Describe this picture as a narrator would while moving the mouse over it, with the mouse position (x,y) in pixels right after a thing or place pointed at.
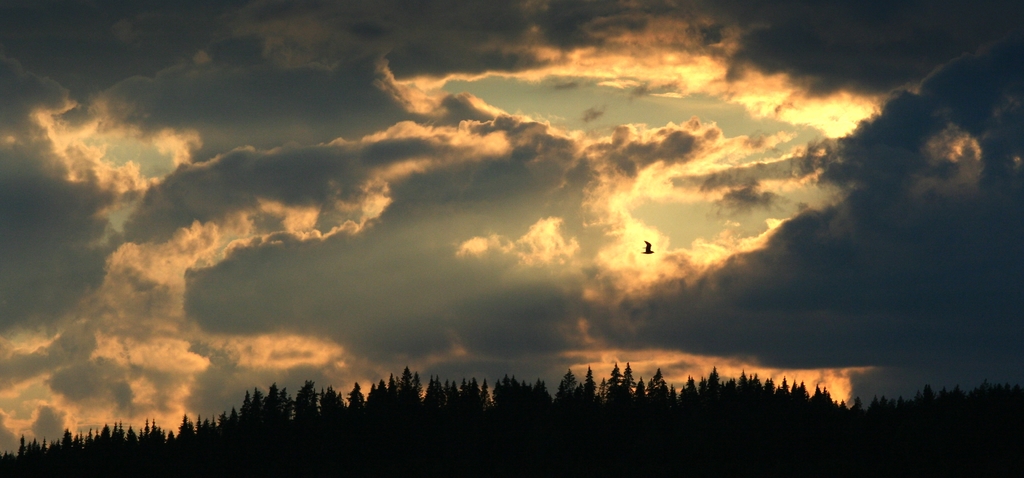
In this image, we can see a cloudy sky (566,108). Here a bird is flying. At the bottom (474,408), we can see so many trees (557,451).
